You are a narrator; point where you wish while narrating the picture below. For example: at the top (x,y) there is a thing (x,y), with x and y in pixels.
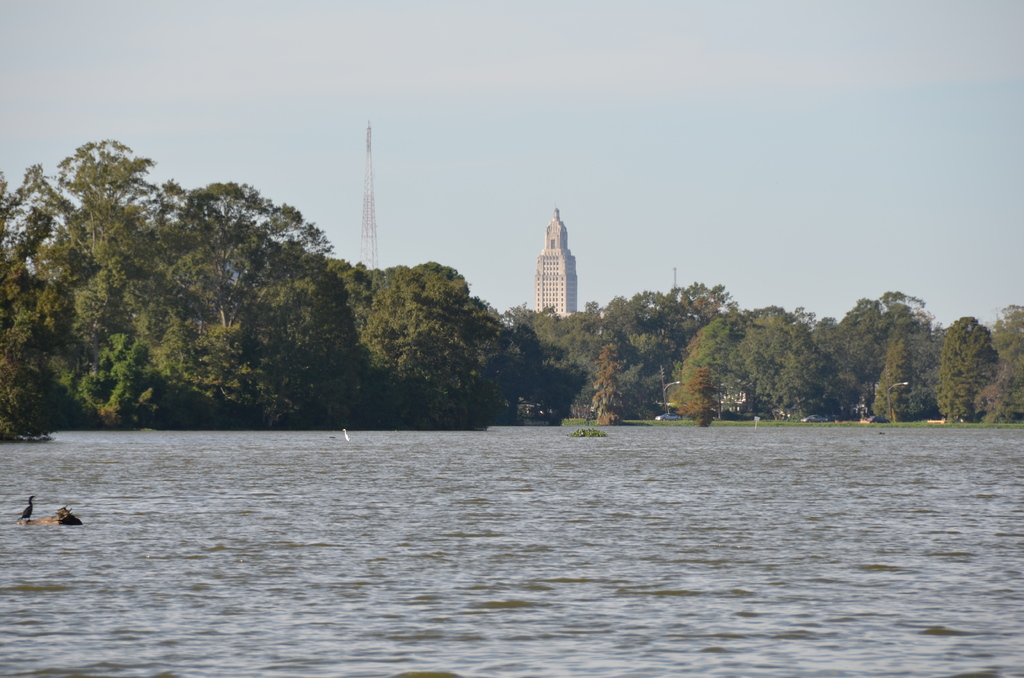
In this picture there is water (731,471) at the bottom side of the image (480,480) and there are trees (414,360) in the center of the image (484,360), there is a skyscraper (543,246) and a radio tower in the background area of the image (364,262) and there is a bird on the rock (73,511) on the left side of the image (72,524).
